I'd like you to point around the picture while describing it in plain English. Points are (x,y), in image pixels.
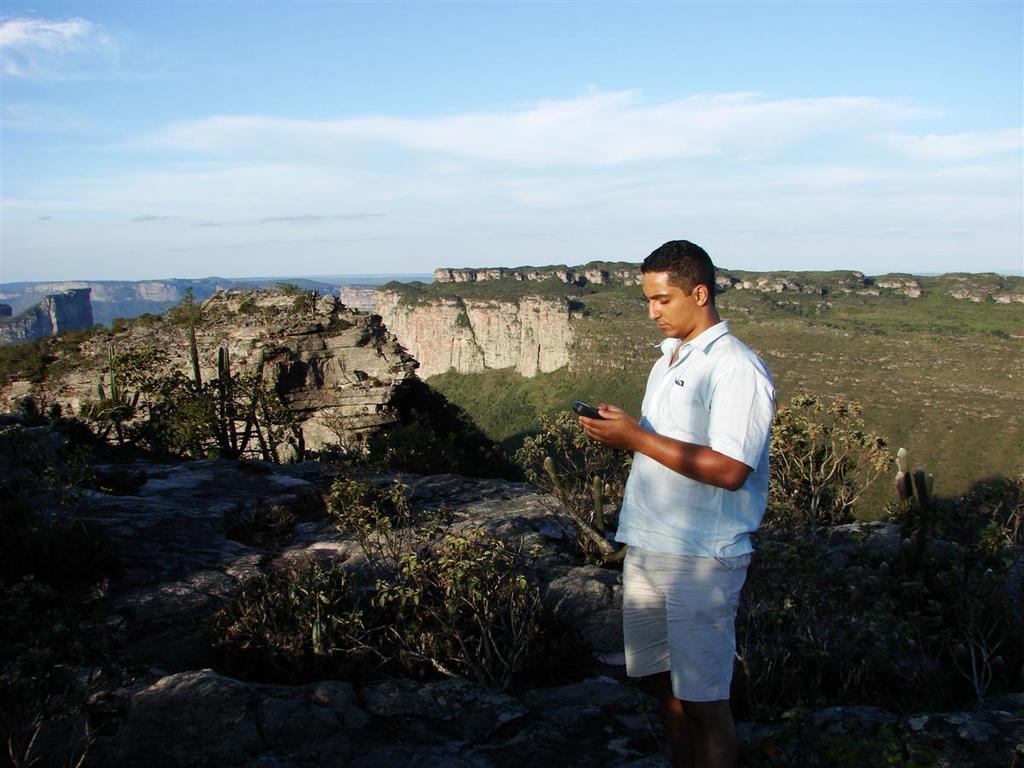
In the center of the image (682,373) there is a man (678,551) holding a phone (584,413). In the background (523,426) we can see hills (297,307), sky (340,154), trees (633,392) and clouds (2,43).
